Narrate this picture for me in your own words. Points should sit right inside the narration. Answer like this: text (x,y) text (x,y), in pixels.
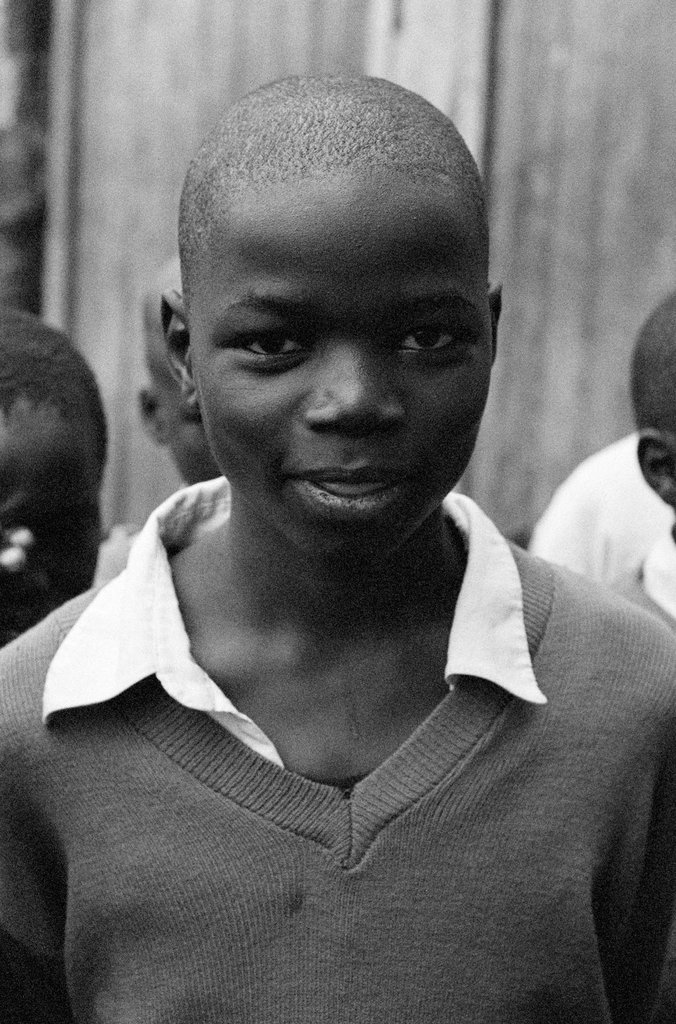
In this black and white image there is a person (229,627), behind this person (266,749) there are few other people (84,441). In the background (423,85) there is a wall (463,81).
